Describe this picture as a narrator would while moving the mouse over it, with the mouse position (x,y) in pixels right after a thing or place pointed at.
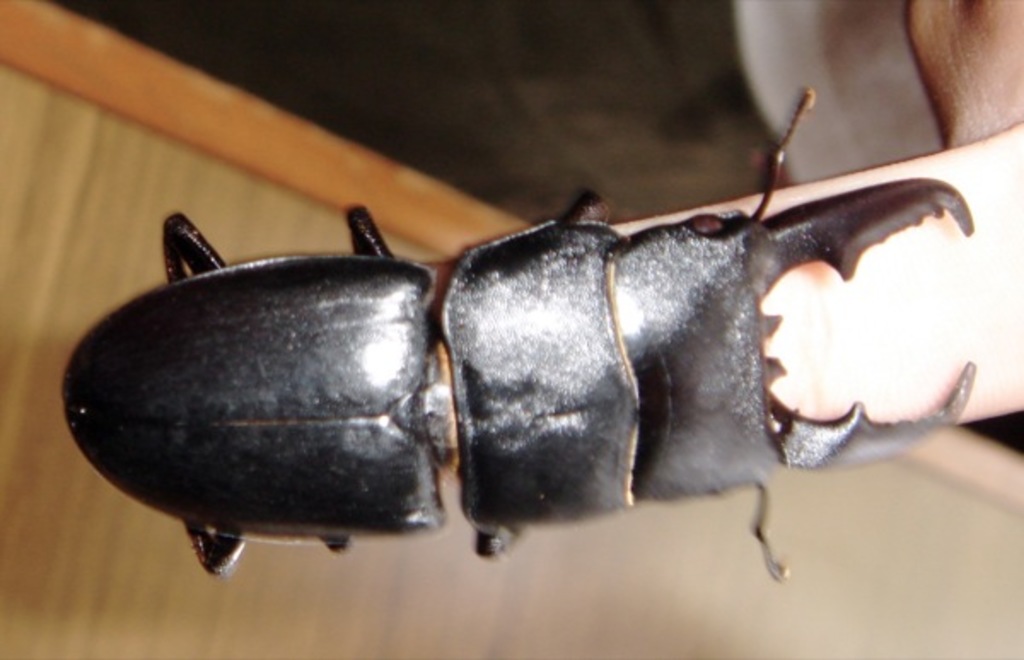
In this image, we can see a beetle (661,285) on the finger (870,314). There is a wooden surface (686,594) at the bottom of the image (442,616).
